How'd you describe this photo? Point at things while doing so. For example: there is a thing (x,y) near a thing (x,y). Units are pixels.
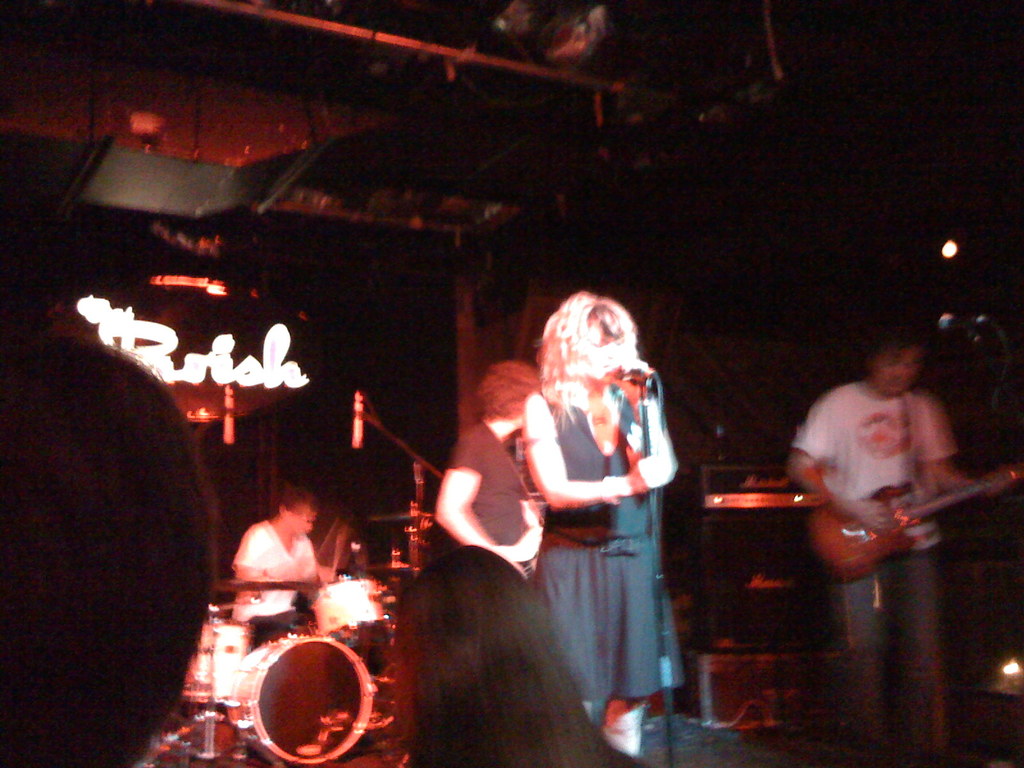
In this picture we can see some people (476,468), musical instruments (321,587), mics (362,429), lights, some objects (806,627) and a man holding a guitar (953,495) with his hands (958,489) and in the background (767,438) it is dark.
